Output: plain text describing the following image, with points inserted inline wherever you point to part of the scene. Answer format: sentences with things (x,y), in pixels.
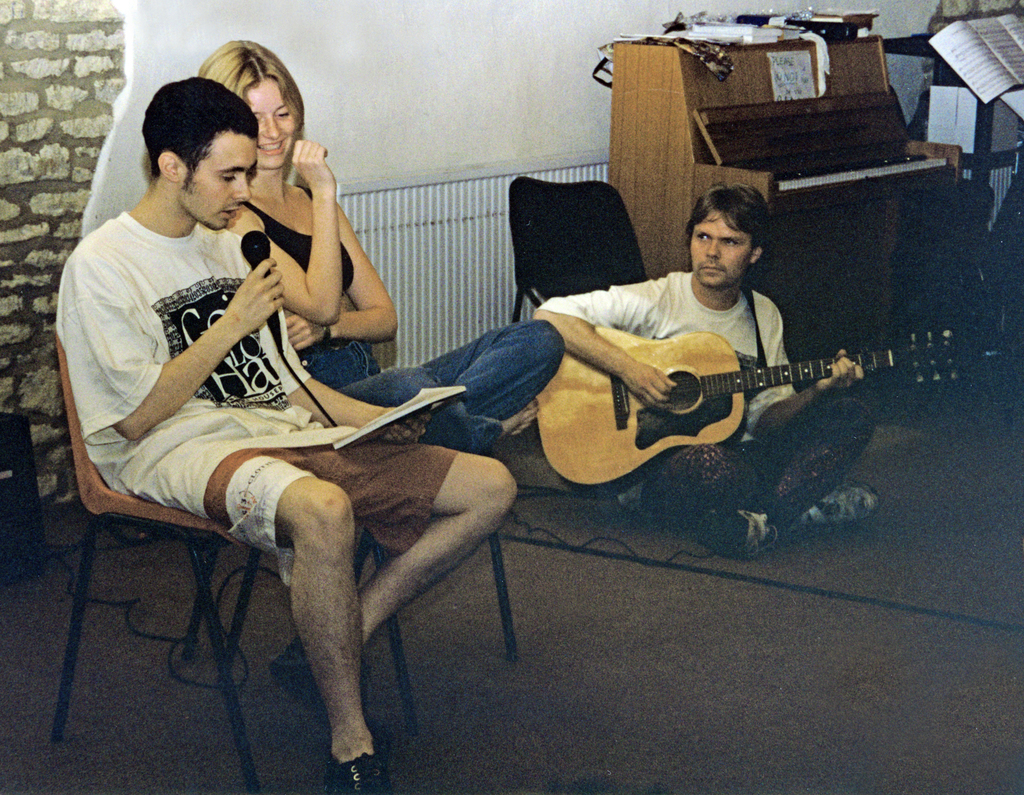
On the background (79,60) we can see a wall (78,72) with bricks (56,95). Here we can see a woman (338,267) and a man (332,407) sitting on chairs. This man (299,361) is holding a mike (251,247) and a paper (331,446) in his hand (412,419) and singing. We can see other man (633,355) sitting on the floor (622,516) and playing guitar (722,415). Here we can see a piano table (766,119). Here we can see a book (962,48). This is a wall (511,30) in white color. This is a floor (656,685).
